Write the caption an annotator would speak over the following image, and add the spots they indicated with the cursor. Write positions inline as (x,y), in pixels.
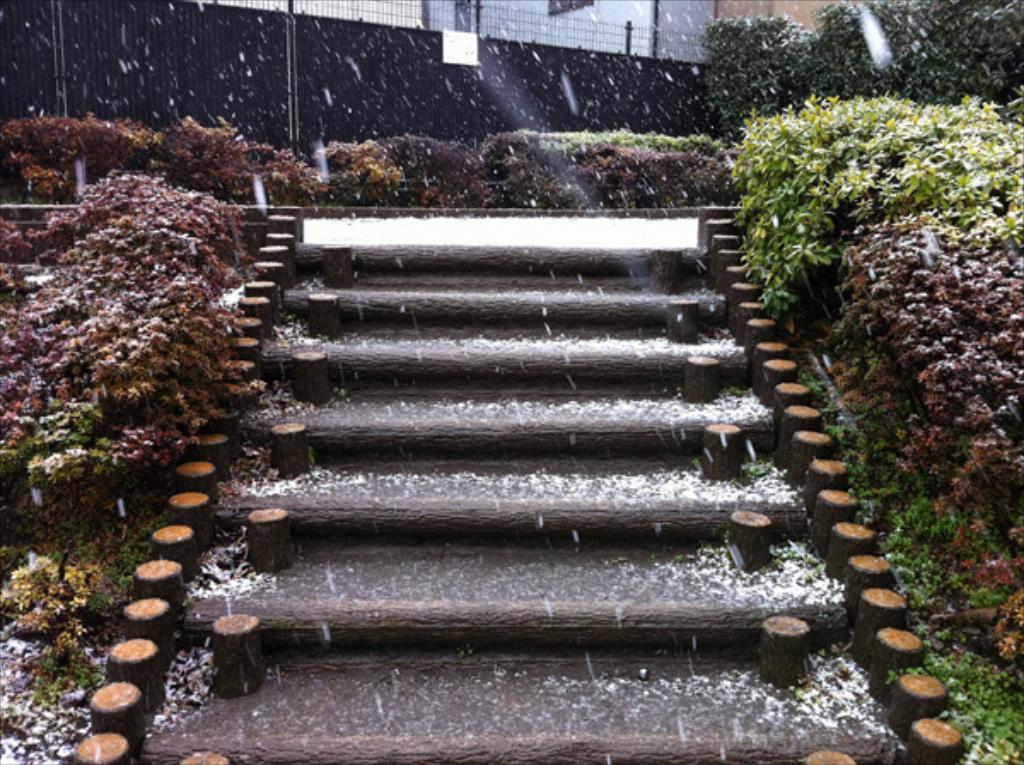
Here in this picture we can see steps (404,323) made with wooden logs (366,626) present over there and we can see snow (390,479) present on it and beside that on either side we can see plants (870,338) present and we can also see snow (124,291) on the plants (935,342) over there and in the front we can see bushes (121,130) present all over there and we can also see a wall (256,37) with fencing (497,33) present on it over there.
